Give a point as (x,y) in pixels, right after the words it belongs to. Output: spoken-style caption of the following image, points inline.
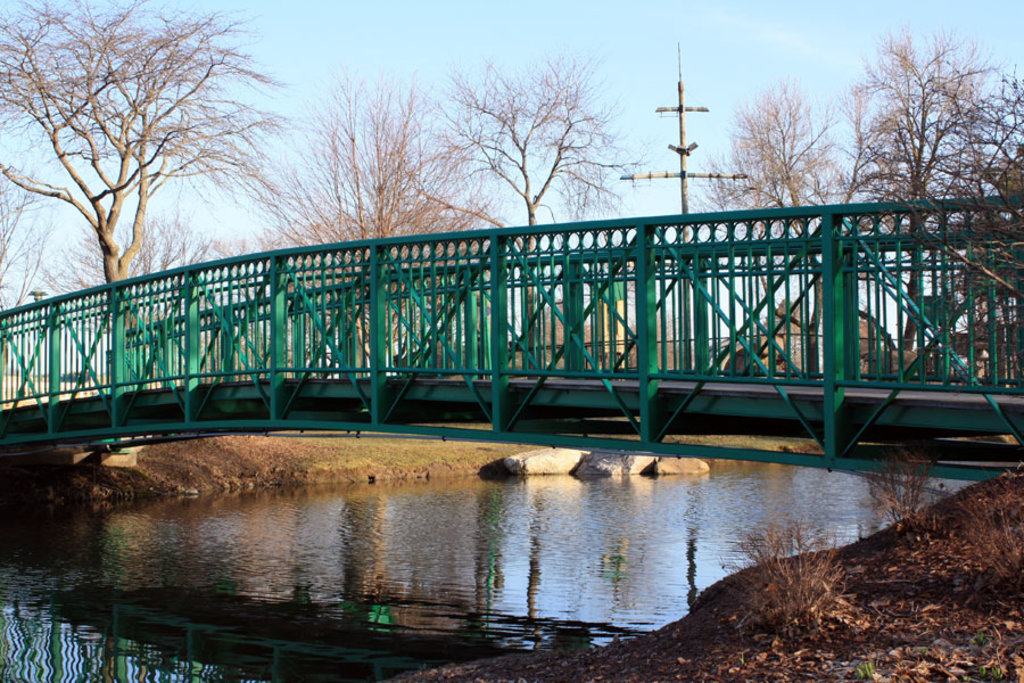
In this image in the center (499,386) there is one bridge (361,386), at the bottom (421,506) there is a lake (607,570), sand (861,585), plants (993,531), dry leaves (933,584) and some rocks (648,462). In the background (941,146) there are trees (581,105) and pole (673,109), at the top (374,62) there is sky (279,45).
